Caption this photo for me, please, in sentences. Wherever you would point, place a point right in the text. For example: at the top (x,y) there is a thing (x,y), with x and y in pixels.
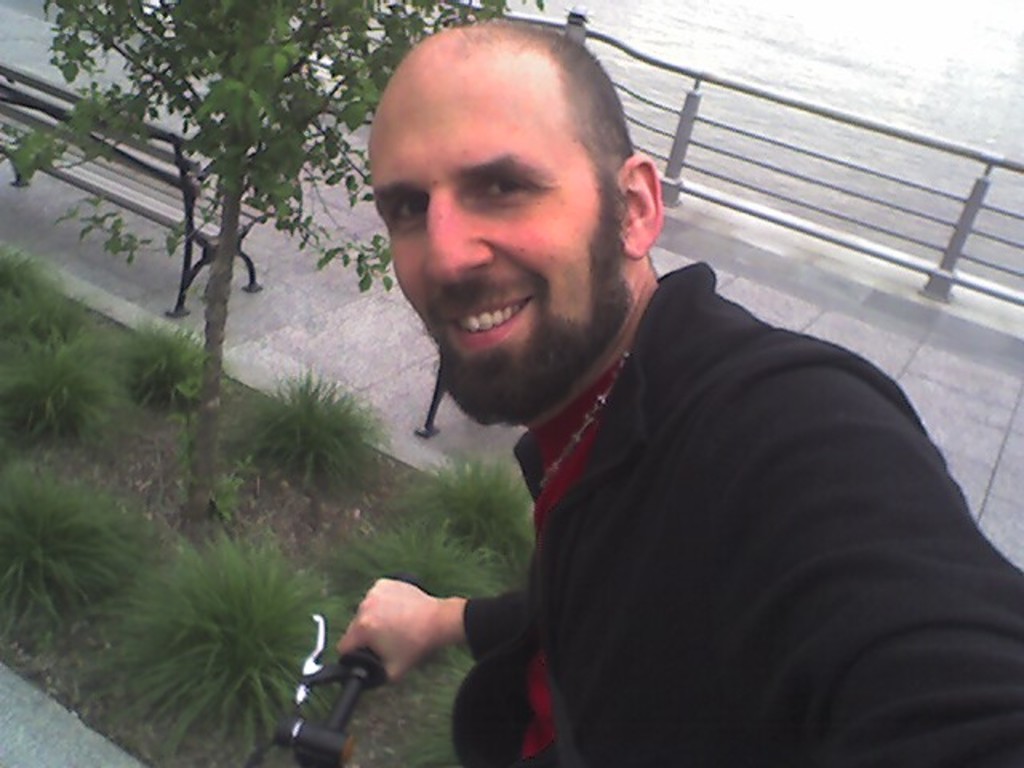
As we can see in the image, there is a road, fence (962,210), plant (217,61), bench (22,145), grass (160,590) and a man (544,733) holding bicycle (330,680).
